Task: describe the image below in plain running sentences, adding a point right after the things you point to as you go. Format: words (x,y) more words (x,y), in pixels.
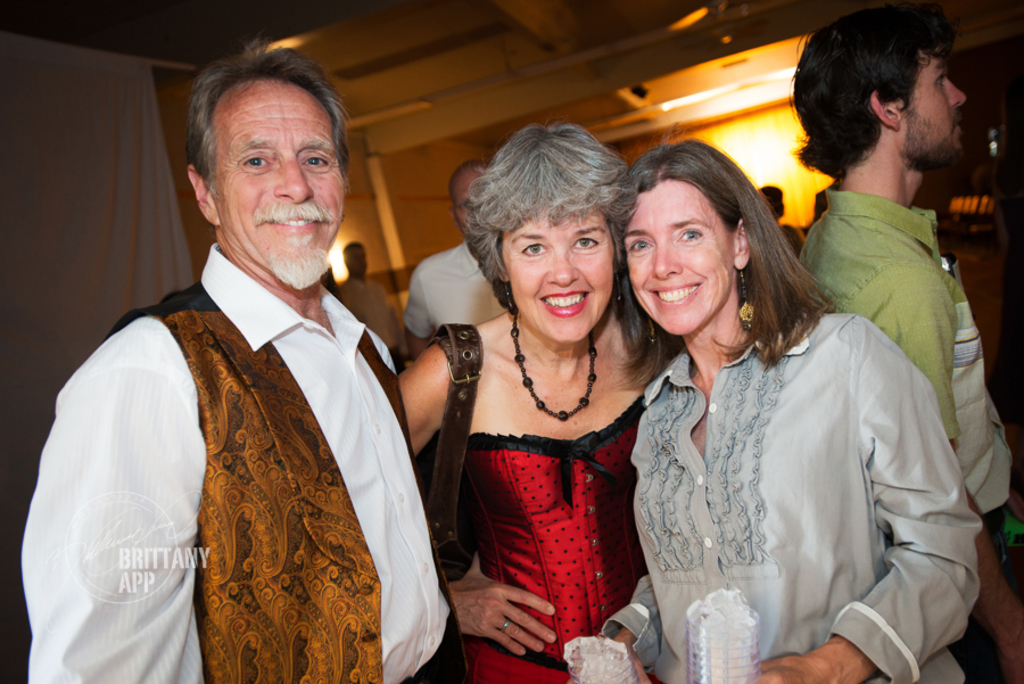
In this image we can see people (805,415), curtain (115,196), lights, wall (710,137), and objects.
